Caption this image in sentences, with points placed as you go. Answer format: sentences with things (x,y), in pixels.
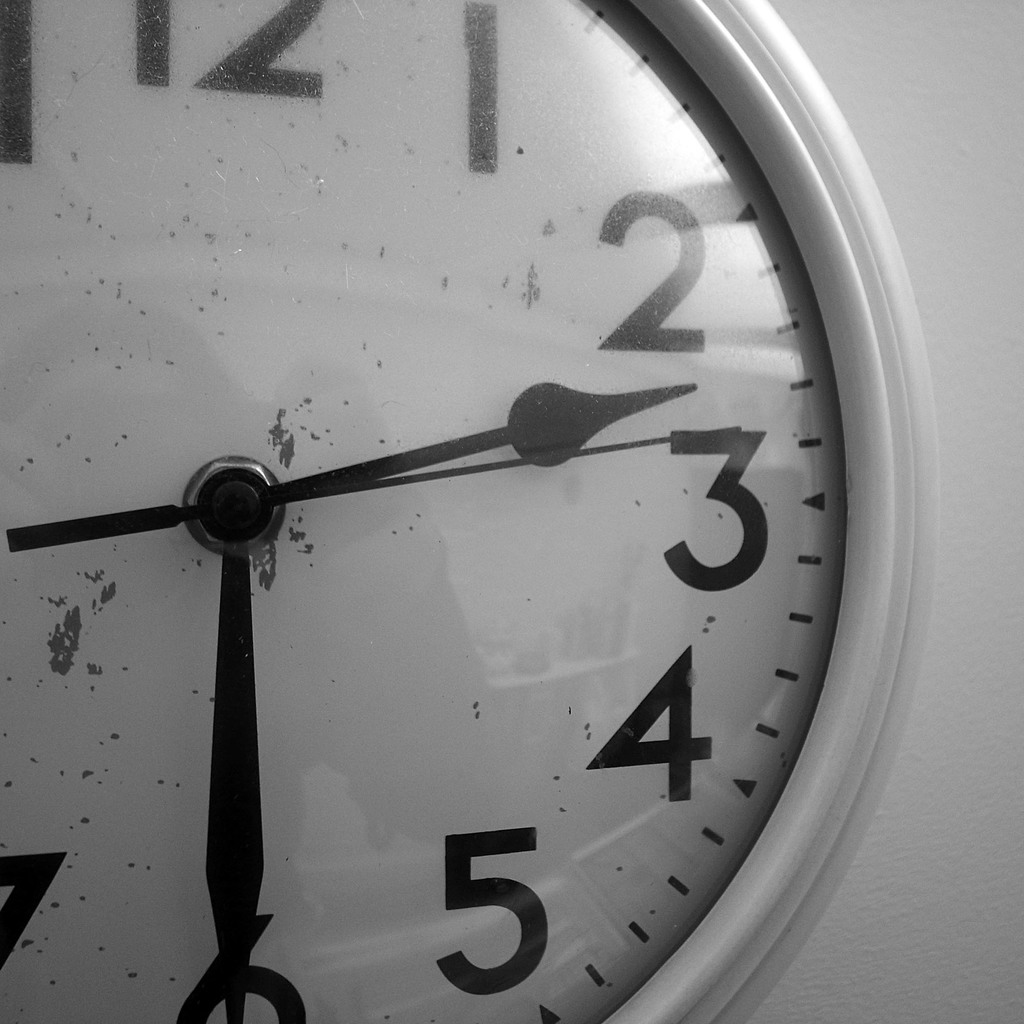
In this picture we can see a clock (161,416) with numbers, hour hand (575,437), and minute hand (209,834) and a second hand (234,510).
